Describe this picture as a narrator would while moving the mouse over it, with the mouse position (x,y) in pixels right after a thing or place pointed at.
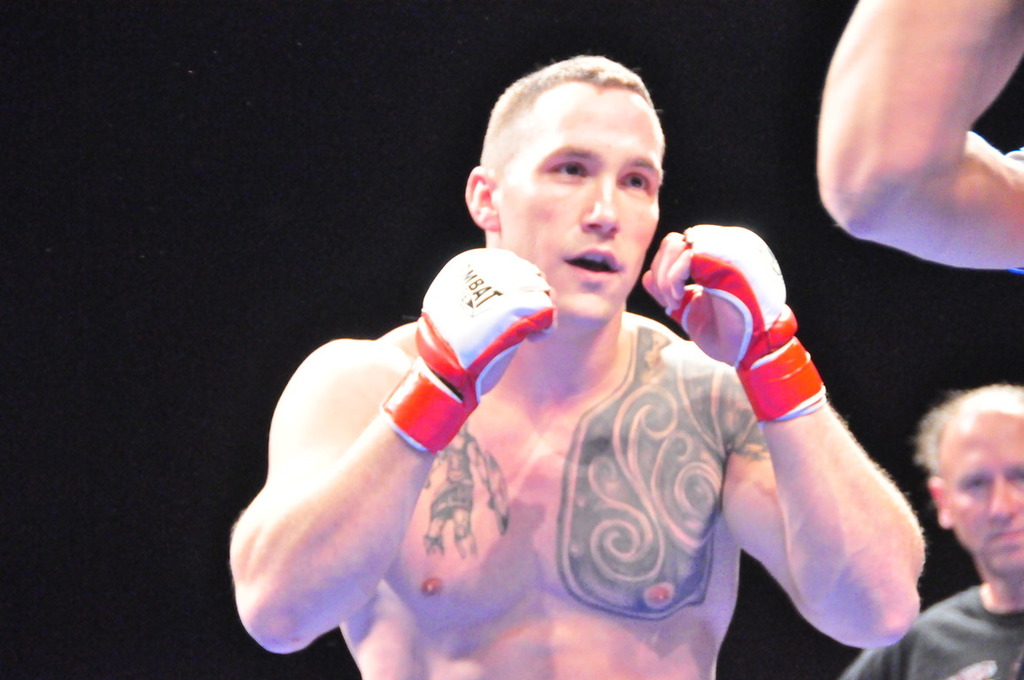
In this picture I can see few people (866,234) are standing and I can see a man (678,399) wore gloves (778,315) to his hands (764,303) and looks like he is ready for boxing and I can see dark background (131,180).
